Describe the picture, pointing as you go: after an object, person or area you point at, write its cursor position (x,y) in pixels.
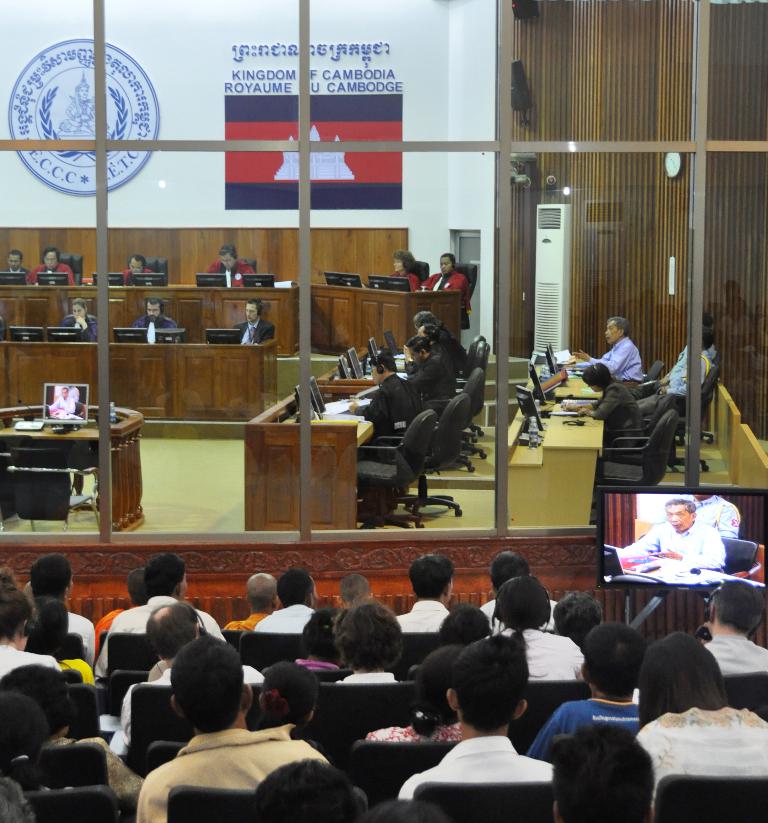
At the bottom (231,756) there are few persons (310,684) sitting on the chairs (348,762) and there is a TV (767,555) on a stand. In the background (166,146) we can see glass wall (154,90) and through the glass (340,336) we can see few persons (379,368) are sitting on the chairs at the table (341,479) and on the tables (332,452) we can see monitors (23,273) and objects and we can see a logo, poster (276,108) and texts (257,78) written on the wall (165,86) and on the right side (569,222) we can see a cooler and there is a clock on the wall (762,168).
